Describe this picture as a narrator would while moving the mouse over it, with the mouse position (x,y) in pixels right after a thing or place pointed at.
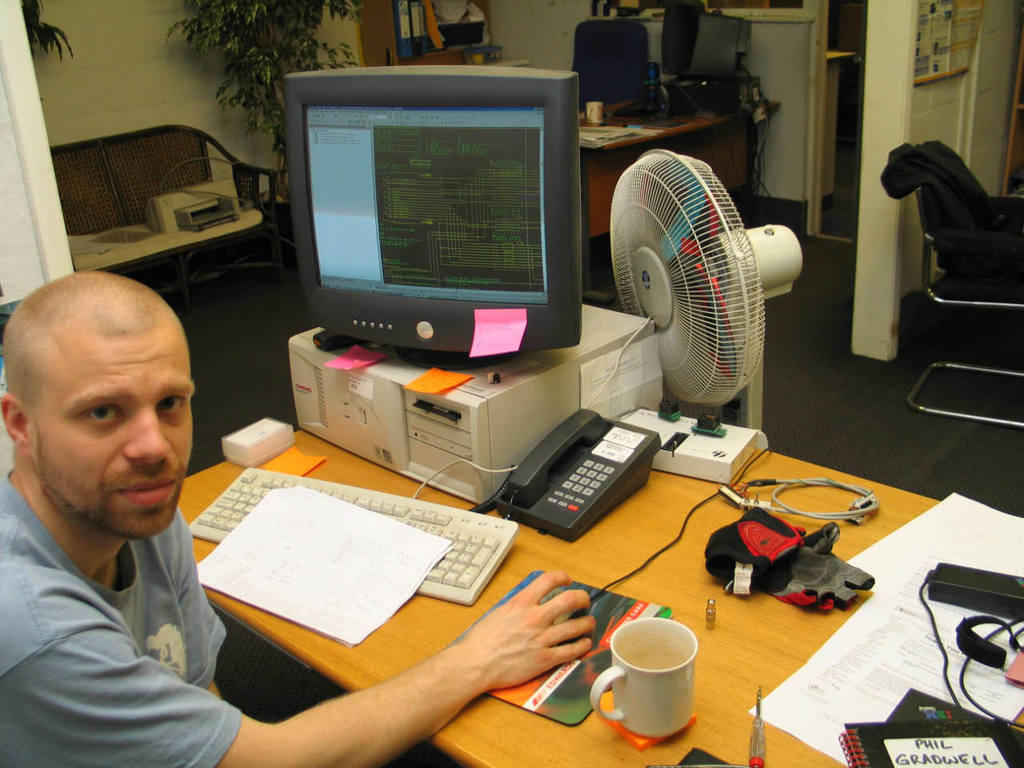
In this image we can see a person (129,437) holding the mouse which is on the table (684,617). We can also see the papers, monitor (502,237), keyboard (474,528), CPU (491,423), mouse pad (554,707), switch board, wires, gloves (723,568), cup (661,691) and some files (948,737). Image also consists of a table fan (761,269), chair (965,193), another table (707,126), rack (372,38) with files (412,36), house plants (262,45) and also the sofa (122,209). We can also see the floor (823,368) and papers (936,44) attached to the wall (964,102).
